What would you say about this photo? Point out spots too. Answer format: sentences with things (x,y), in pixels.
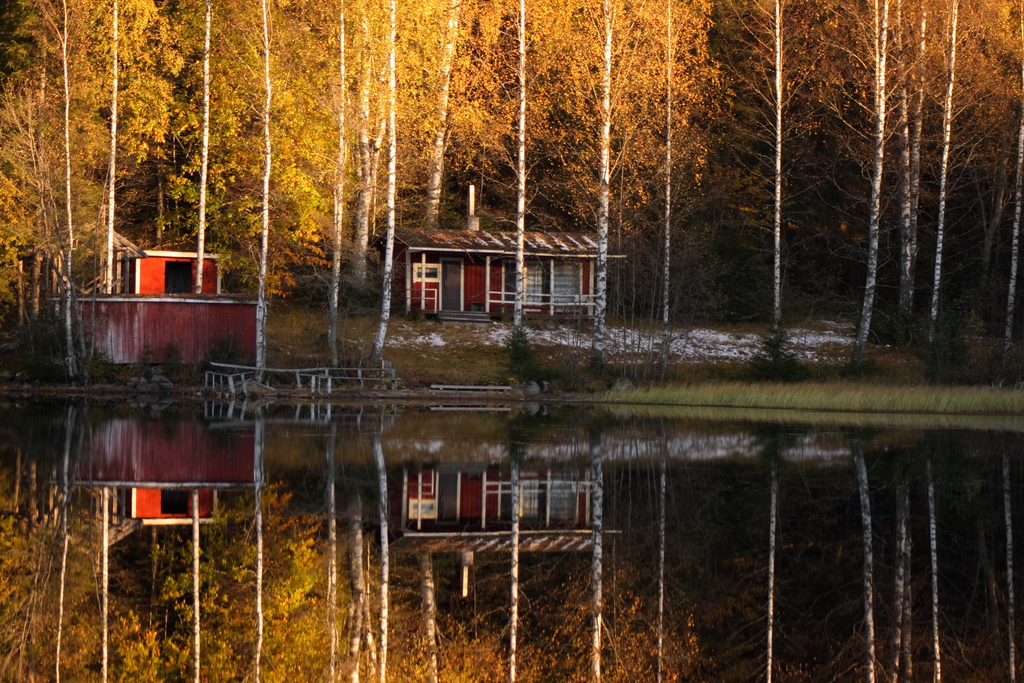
In this picture we can see water (572,448), few trees (559,205) and houses (221,319).
